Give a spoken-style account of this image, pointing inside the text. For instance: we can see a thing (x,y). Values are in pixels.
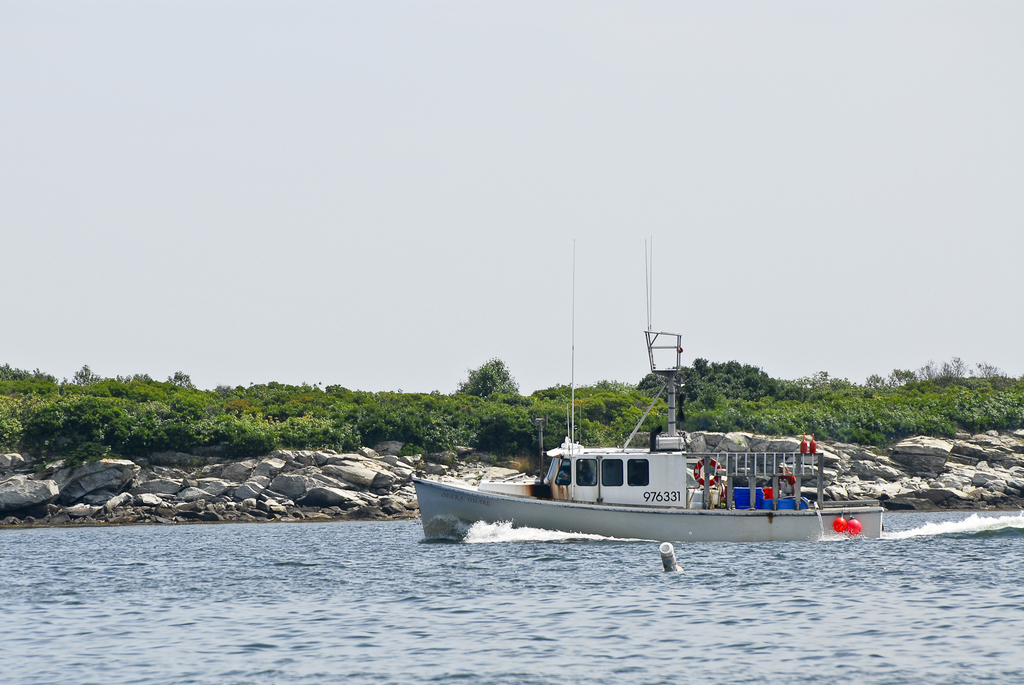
In this image, we can see a boat (679,502) is sailing on the water (469,630). Background (1008,406) we can see so many trees (732,391), rocks (4,520). Top of the image (392,81), there is a sky (327,202).
